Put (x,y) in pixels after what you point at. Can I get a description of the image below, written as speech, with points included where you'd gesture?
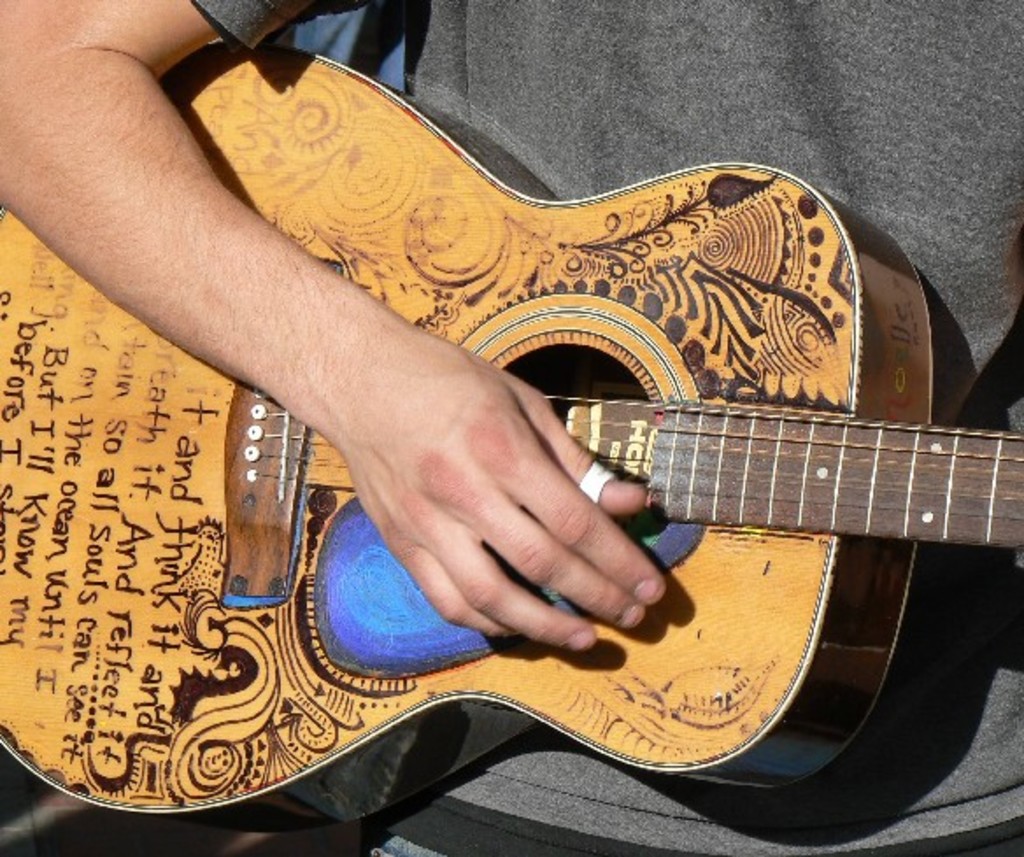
In this image a man (960,698) is holding a guitar (414,182) in his hands (428,527). The guitar (741,406) is in a brown color with a text (89,556) on it.
